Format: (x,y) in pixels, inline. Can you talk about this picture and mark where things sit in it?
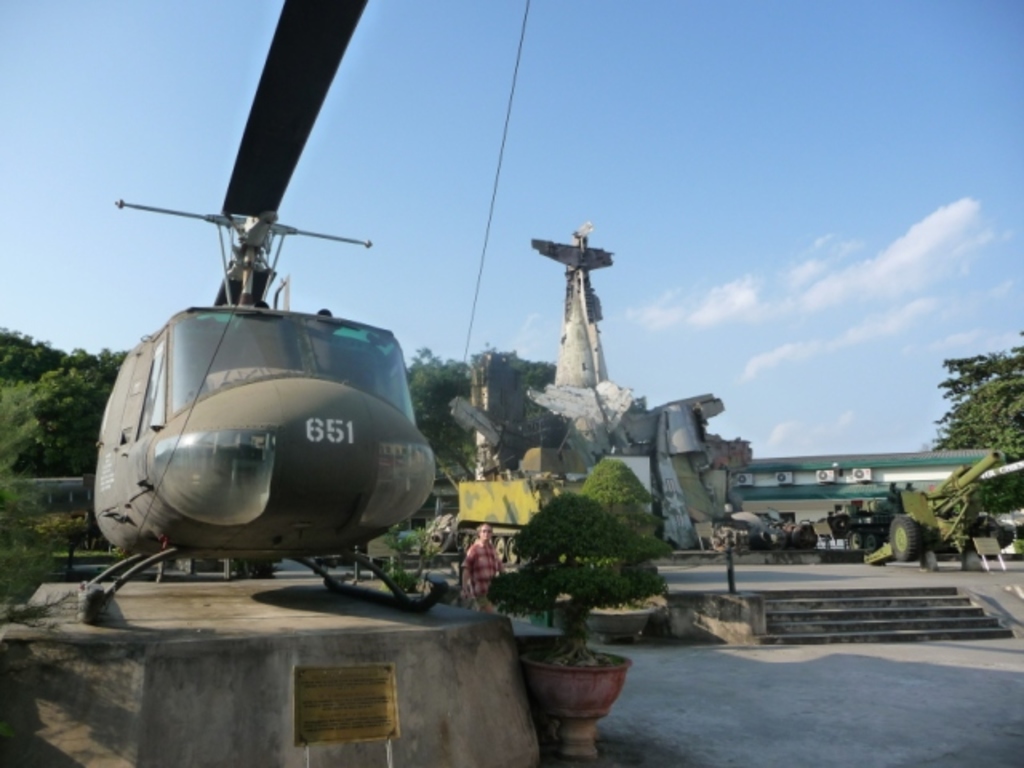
In the foreground (192,325) I can see an aircraft (277,445), houseplants (532,679) and a person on the road (761,672). In the background (682,506) I can see vehicles (528,503), statue (670,487), trees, building (759,478) and the sky (707,295). This image is taken during a sunny day.
